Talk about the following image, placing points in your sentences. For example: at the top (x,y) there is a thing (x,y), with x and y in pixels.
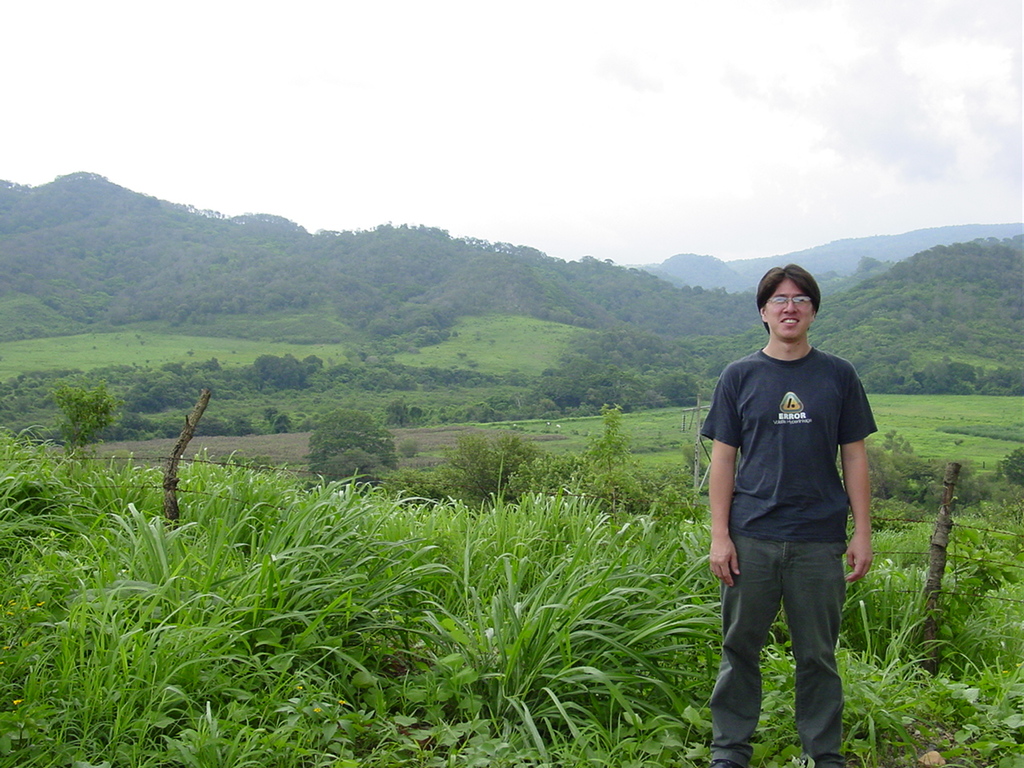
In this picture we can see a person (721,572) standing on the right side (726,404). We can see some plants (571,486) from left to right. There are few trees (134,430) in the background (162,425). Sky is cloudy.
